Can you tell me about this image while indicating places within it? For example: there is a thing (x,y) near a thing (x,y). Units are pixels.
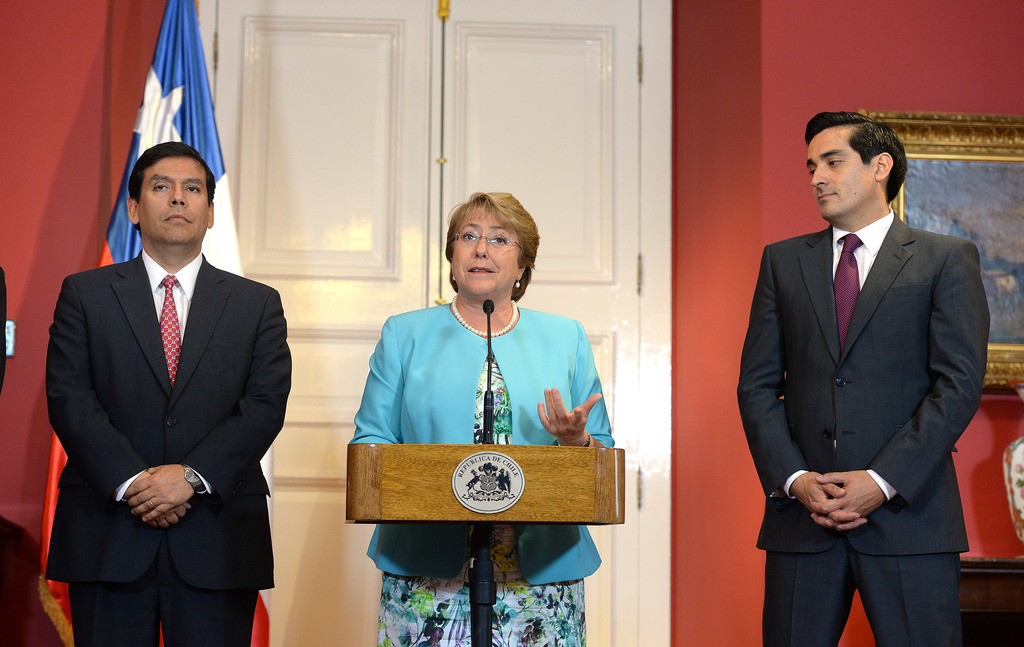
In this picture there is a lady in the center of the image (467,242) in front of a mic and there are two men (777,246) on the right (824,151) and left side of the image (163,525), there is a door (434,148) behind her and there is a flag (203,131) and a portrait (955,147) in the background area of the image (955,128).
